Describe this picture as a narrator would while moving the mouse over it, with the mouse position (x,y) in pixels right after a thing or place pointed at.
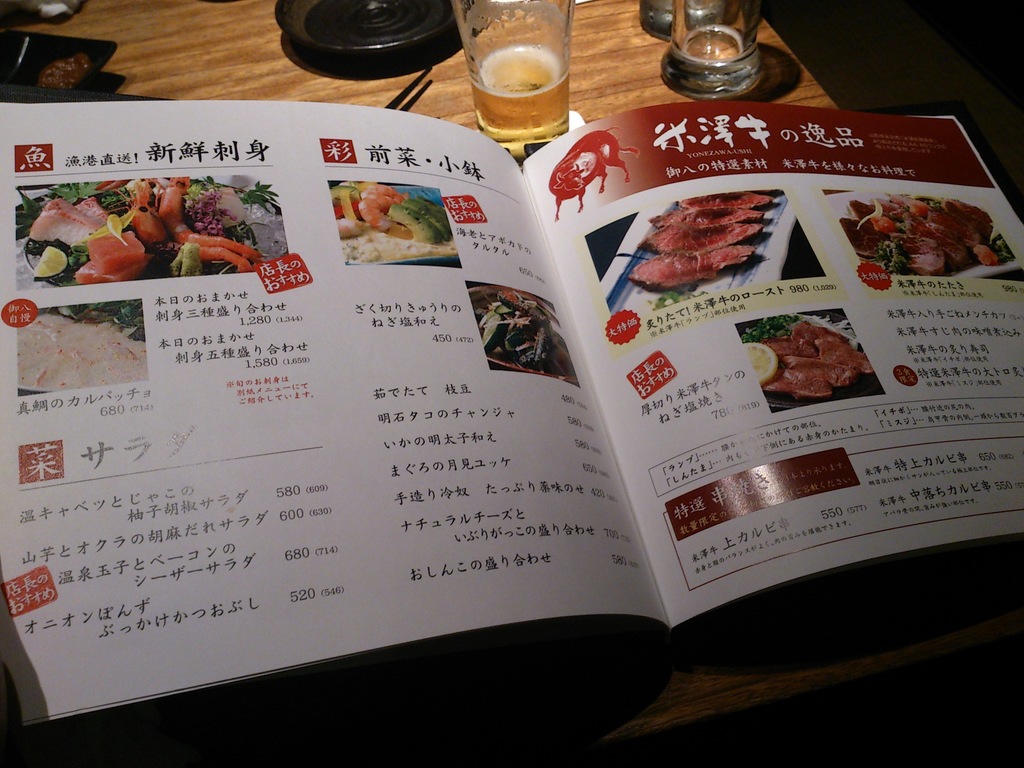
In the center of the image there is a table (157,25). There is a book (70,609) on the table (442,77). There is a glass (474,98) and there are some other objects (326,28) on the table (460,79).
